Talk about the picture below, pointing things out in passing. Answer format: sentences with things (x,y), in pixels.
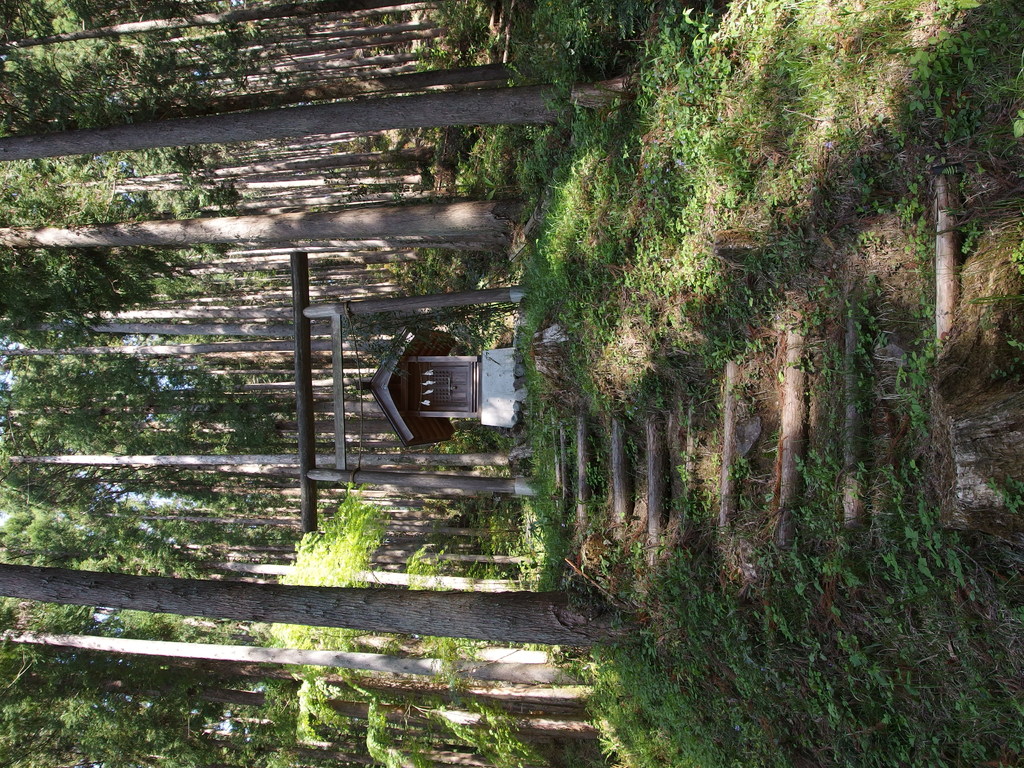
In the center of the image (479,420) we can see a building (452,385) with roof (403,361), group of wooden poles (297,409) and staircase (693,518). In the background (351,752), we can see the grass (676,223) and a group of trees (273,553).
